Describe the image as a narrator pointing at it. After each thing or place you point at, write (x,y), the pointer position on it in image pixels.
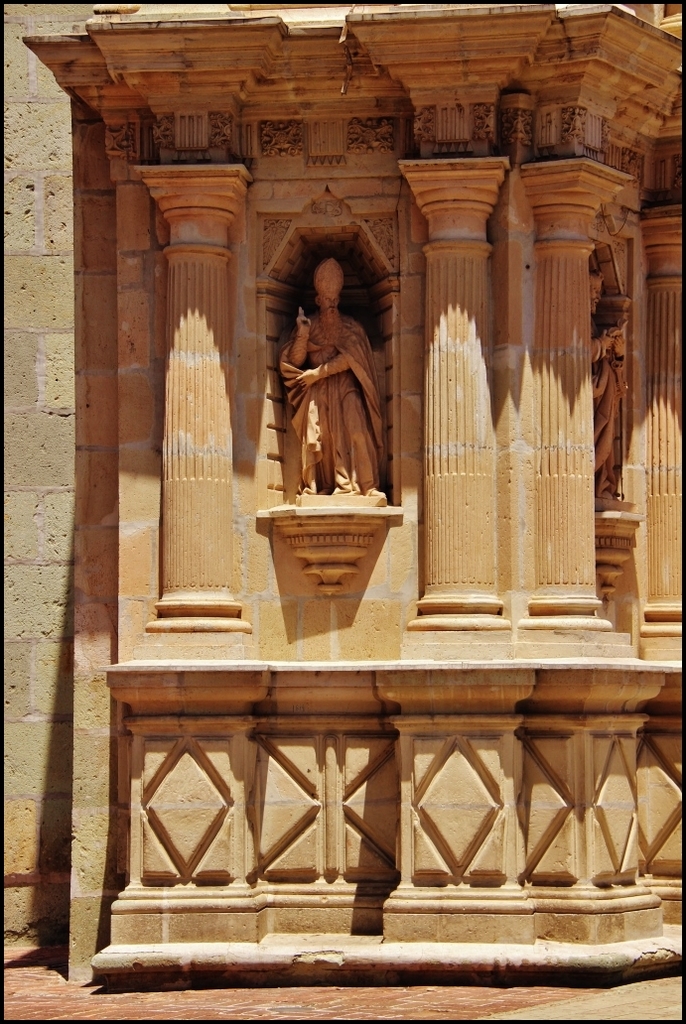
In this image, we can see some sculptures (321,455) carved on the wall (410,558). We can also see the ground (617,1019).
